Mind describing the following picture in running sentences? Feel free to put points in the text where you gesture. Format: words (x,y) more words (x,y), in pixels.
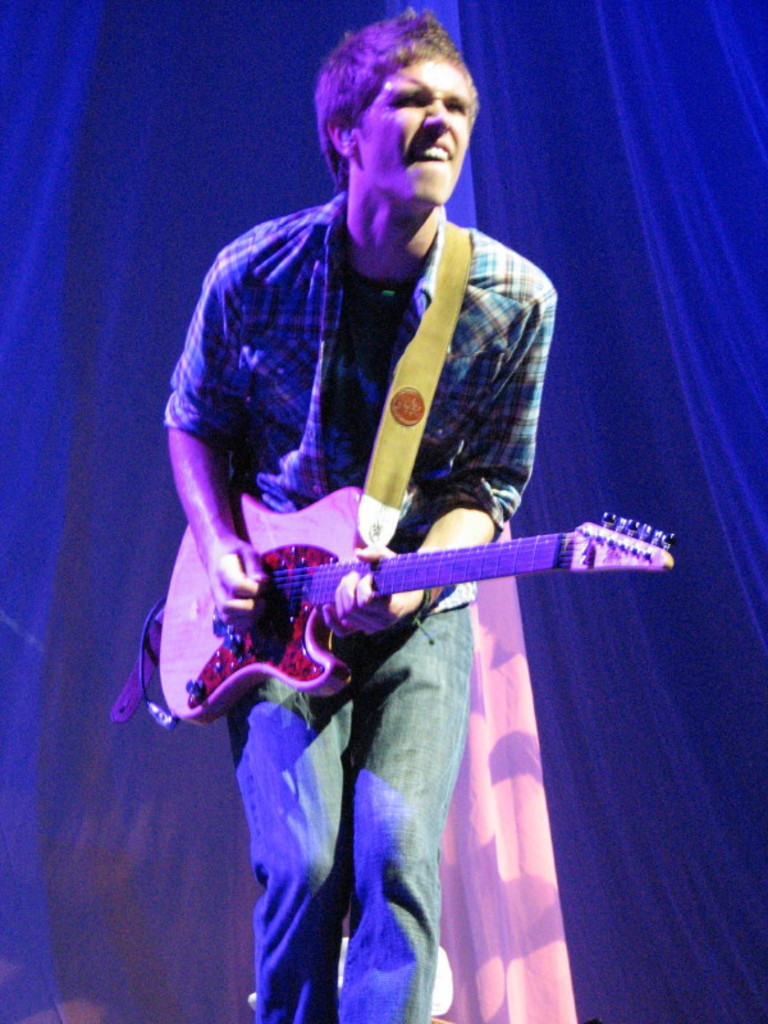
In this image I can see a person (317,724) is playing a guitar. In the background (728,878) I can see a curtain (123,492). This image is taken during night.
